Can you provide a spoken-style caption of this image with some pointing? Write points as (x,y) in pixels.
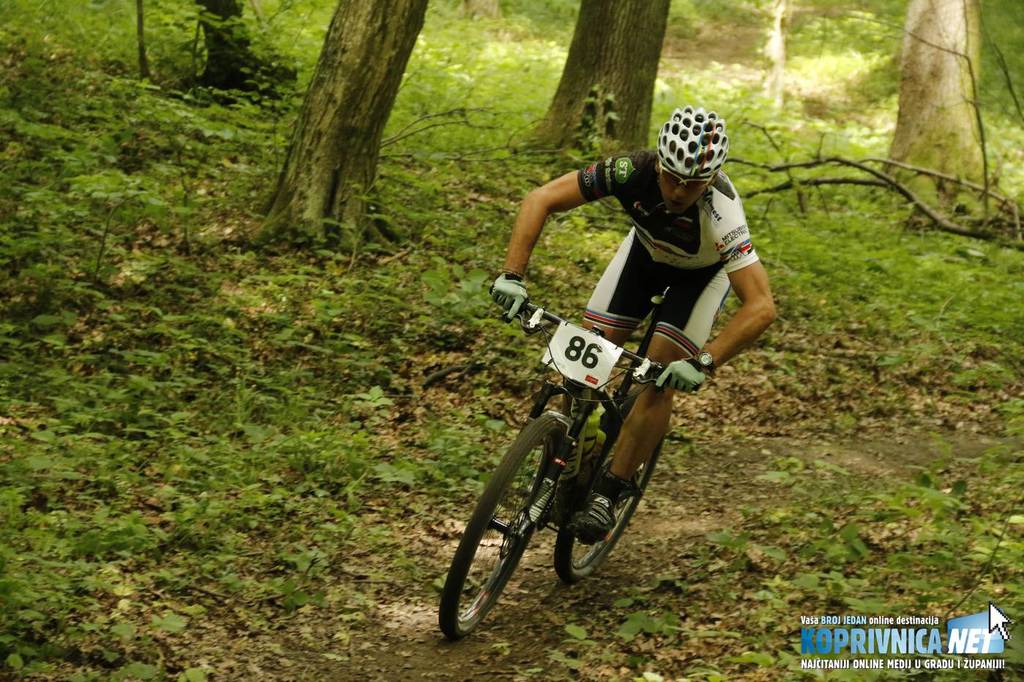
In this image I can see in the middle (565,433) a person (604,485) is riding the cycle (570,448). At the back side (624,92) there are trees (624,133), in the right hand side (877,639) bottom there is the name (895,639).
